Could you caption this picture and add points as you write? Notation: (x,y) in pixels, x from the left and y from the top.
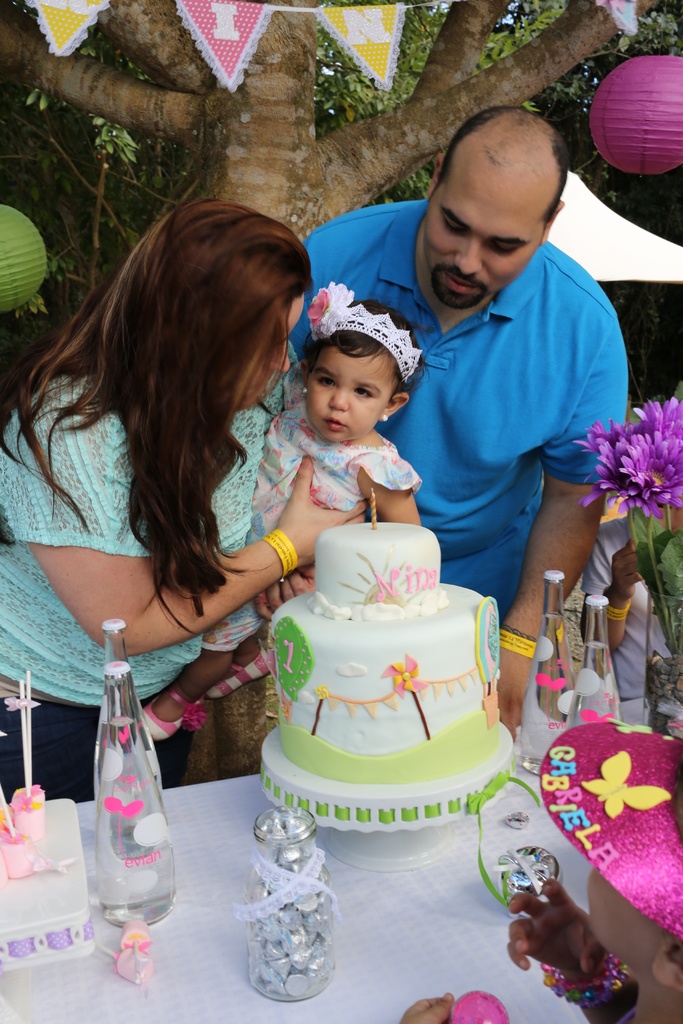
In this picture there is a man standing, and a woman (205,396) standing, a baby (252,650) which is carried by a woman (198,476), and at the table (221,1020) we have jar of chocolates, bottle (122,775), cake (405,770), hat (623,789), flower bouquet (665,469) and at the back ground (249,18) we have tree (476,77) covered with ribbons (264,18) and paper lanterns (603,140).
